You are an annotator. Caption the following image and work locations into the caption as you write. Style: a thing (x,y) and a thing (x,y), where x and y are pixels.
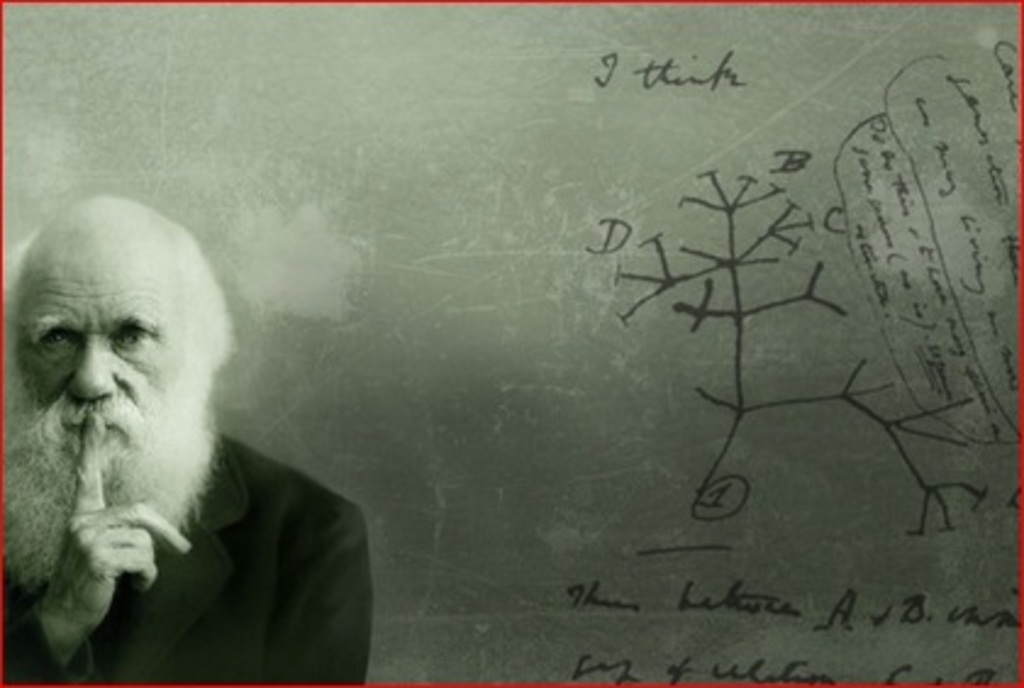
This is an edited picture. In this image there is a man (225,482) standing. On the right side of the image (701,621) there is text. At the back (764,471) it looks like a board (580,388).
